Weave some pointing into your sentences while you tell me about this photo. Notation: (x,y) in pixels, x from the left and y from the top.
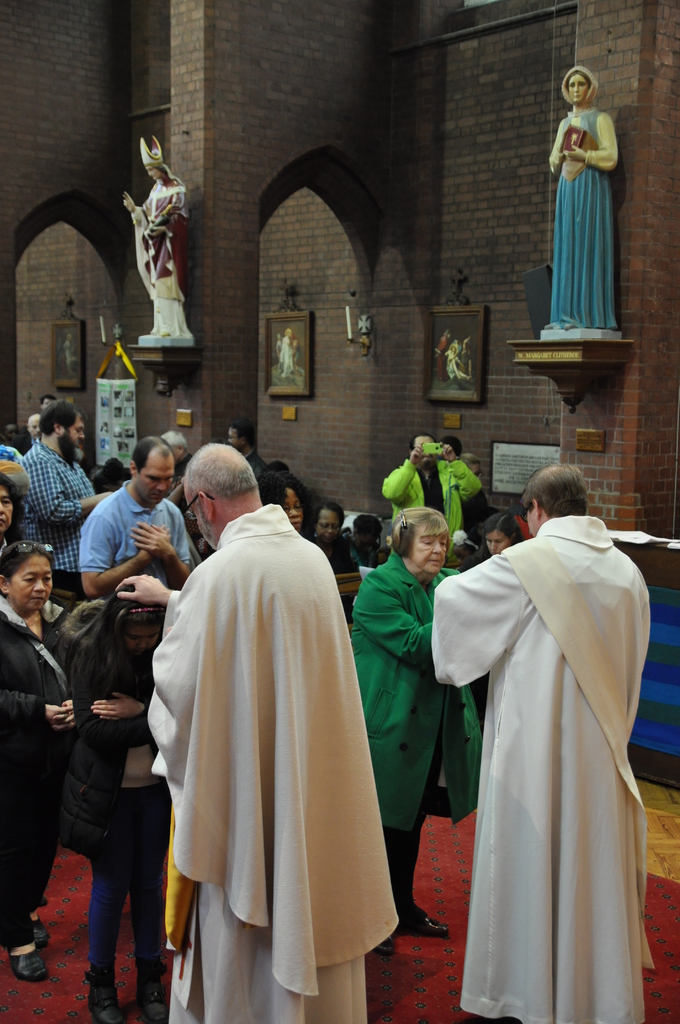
This picture describes about group of people (405,611), in the background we can see few statues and frames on the wall (346,388), also we can see a person (406,466) is holding a camera (436,445).
